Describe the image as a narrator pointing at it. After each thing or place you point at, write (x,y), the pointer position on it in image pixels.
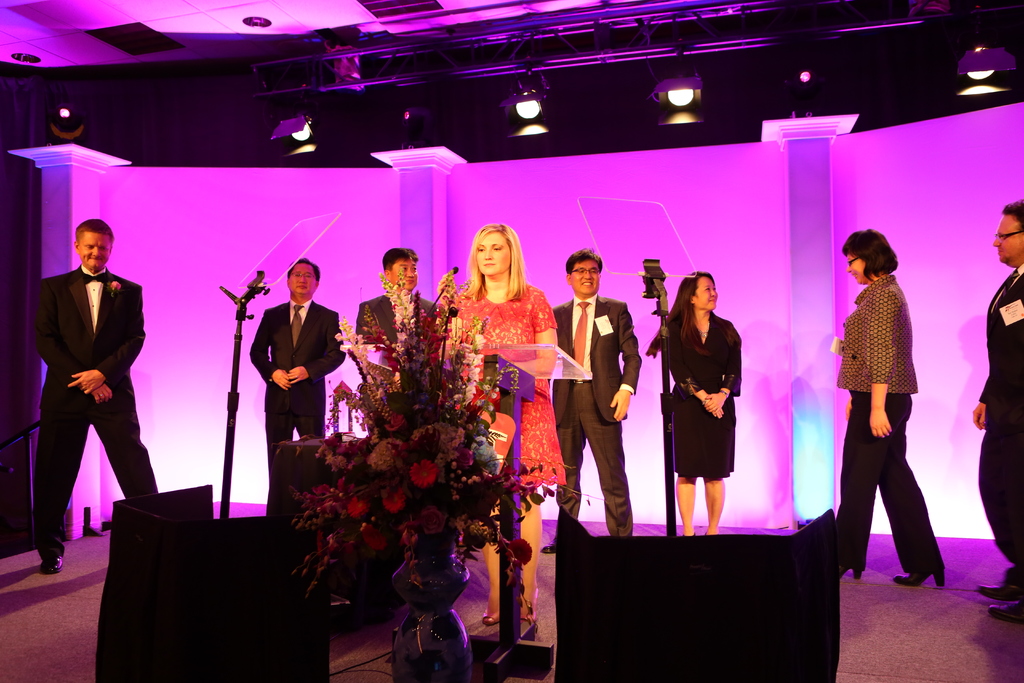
In the foreground of this image (446,589), there is a flower vase (436,483) and it seems like speakers (704,622) on the bottom (704,622). In the middle (519,332), there is a woman (528,332) standing near a podium (495,361) with a mic (457,274) and we can also see few persons (890,330) standing on the stage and also glass (650,256) to the stands (667,422). In the background (495,186), there is the wall (579,170) and the pink light (565,174). On the top (792,94), there are lights (517,115).
